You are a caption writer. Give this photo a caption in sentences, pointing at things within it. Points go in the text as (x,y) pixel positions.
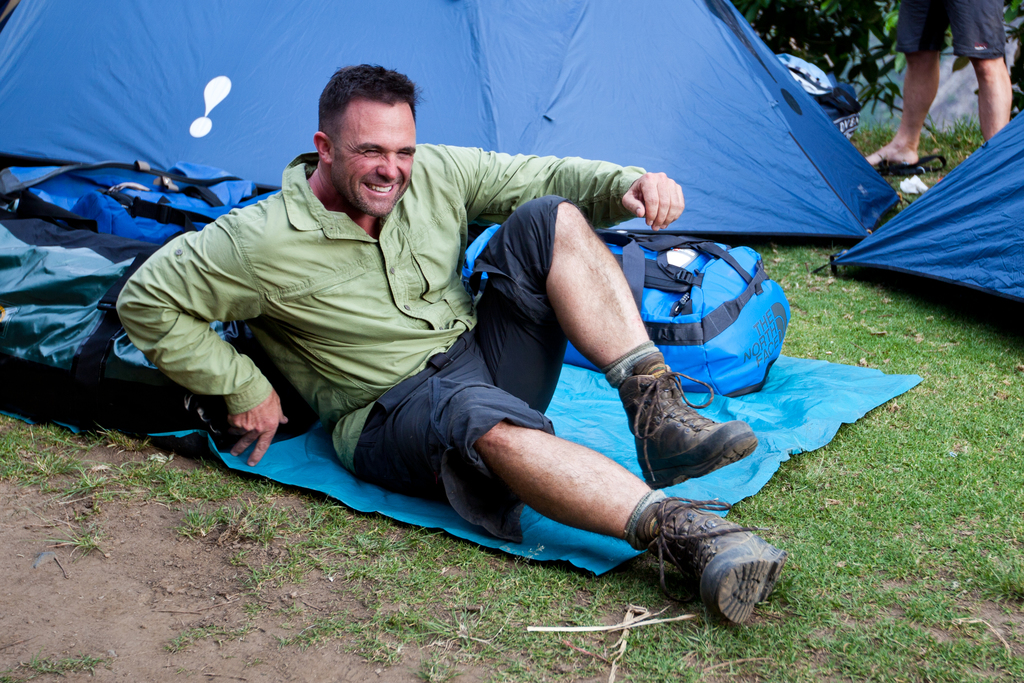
In this image there is a grassland (659,638), on that land (593,583) there is a man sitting on a mat (876,377), in the background (81,296) there are bags (708,255), tents (954,261), in the top right (926,109) there is a person (987,111) standing.
